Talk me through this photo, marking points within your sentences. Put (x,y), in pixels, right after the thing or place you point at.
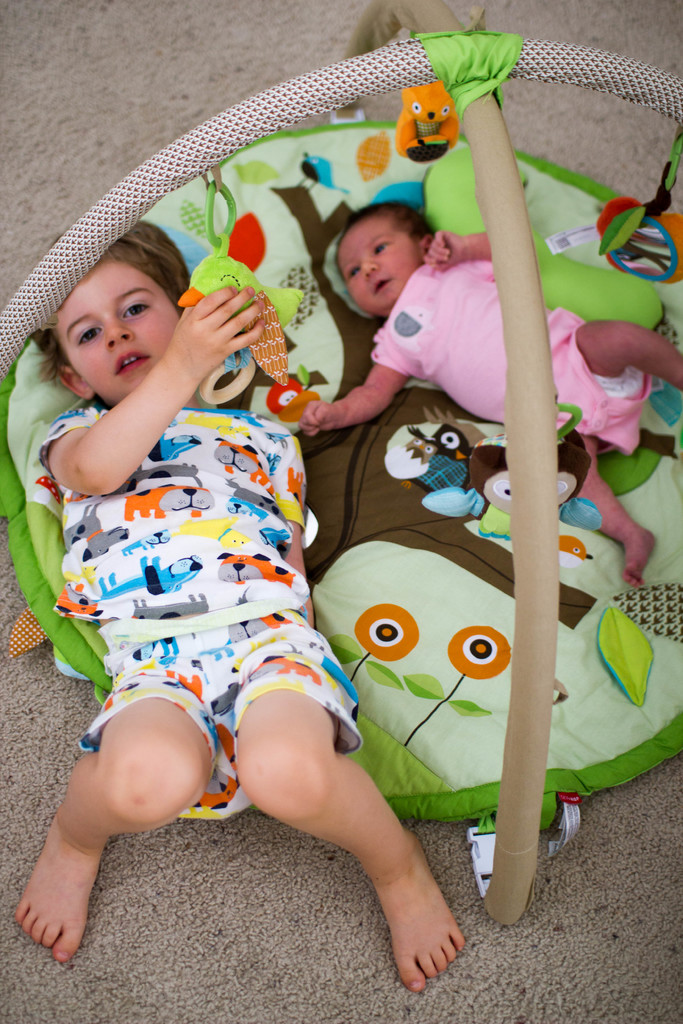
In the image there is a round shape bed (342,147) with rods (580,56). There are few images (469,570) on the cloth (437,674). On the bed (447,670) there is a baby (413,307) with pink dress (403,303) and also there is a kid (227,310). They are lying on that bed (192,223).
